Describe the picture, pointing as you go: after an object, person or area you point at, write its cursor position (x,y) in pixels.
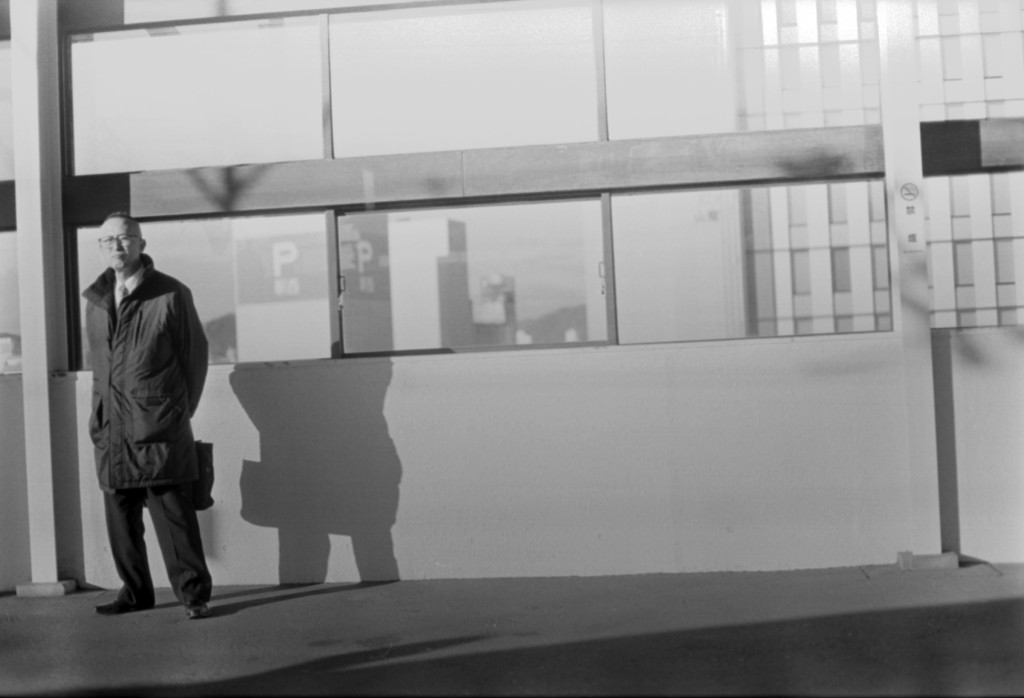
This is a black and white image. On the left side of the image (195,608), I can see a person (155,496) standing and holding an object (198,450). In the background (153,211), there is a building (340,274).
